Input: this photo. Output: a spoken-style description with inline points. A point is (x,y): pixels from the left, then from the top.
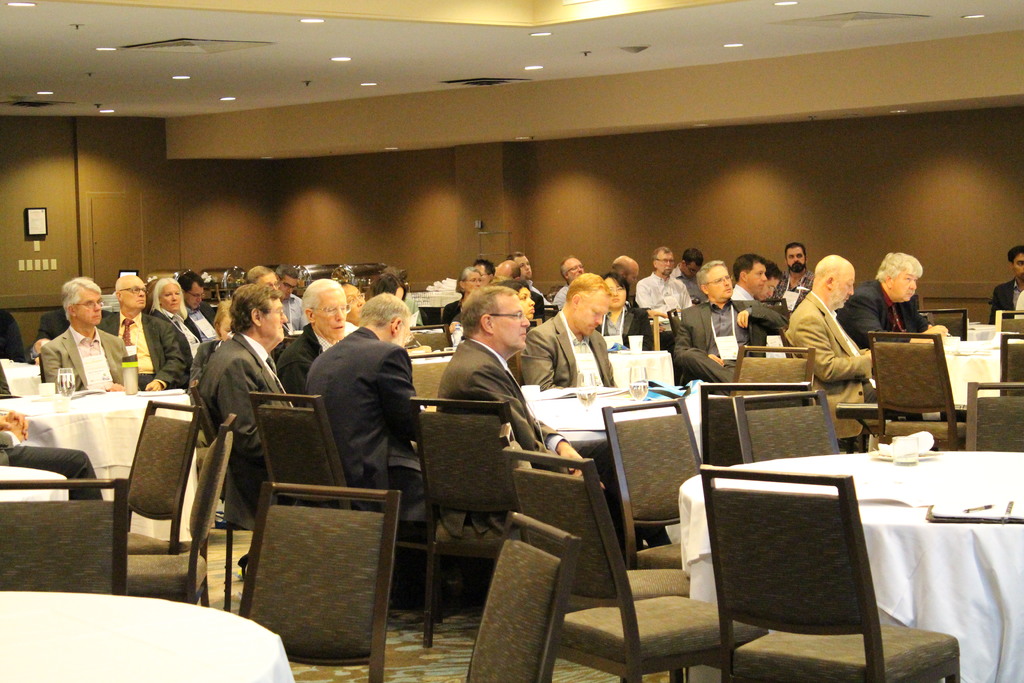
In this picture we can see a group of people (524,334) sitting on chair (827,435) and in front of them there is a table (44,421) and on table (44,421) we can see glasses (638,385), cloth (103,405) and in background (12,273) we can see wall (391,185), frame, lights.
